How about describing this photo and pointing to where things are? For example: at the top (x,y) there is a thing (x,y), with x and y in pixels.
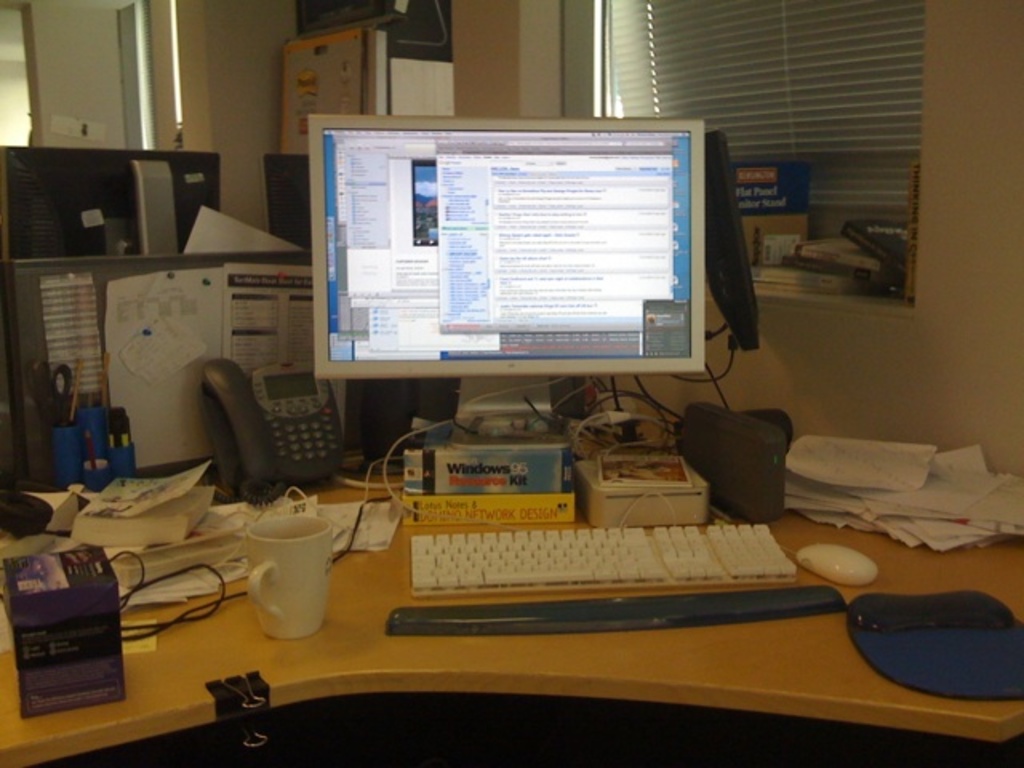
there is a computer (480,294) on a table (791,553) which has a cable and a mouse (836,559). behind that there are papers (874,474), books (498,513), glass (290,542), phone (268,435).
